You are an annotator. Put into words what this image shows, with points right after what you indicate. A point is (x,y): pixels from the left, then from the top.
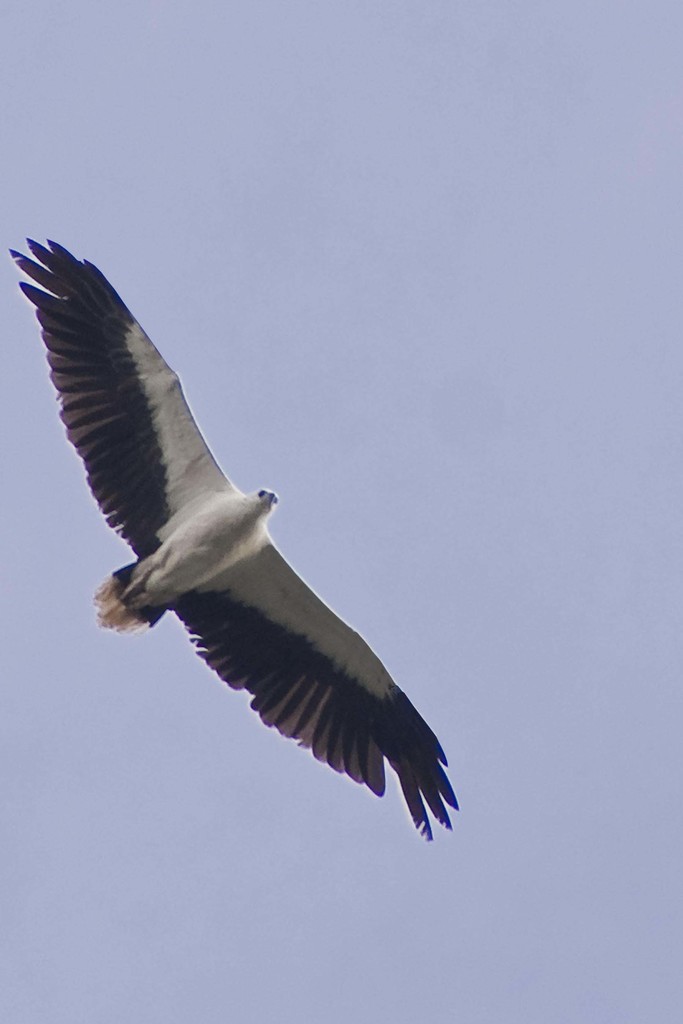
In this picture I can see a bird (187,613) flying and I can see sky (400,333) in the background (395,524).
